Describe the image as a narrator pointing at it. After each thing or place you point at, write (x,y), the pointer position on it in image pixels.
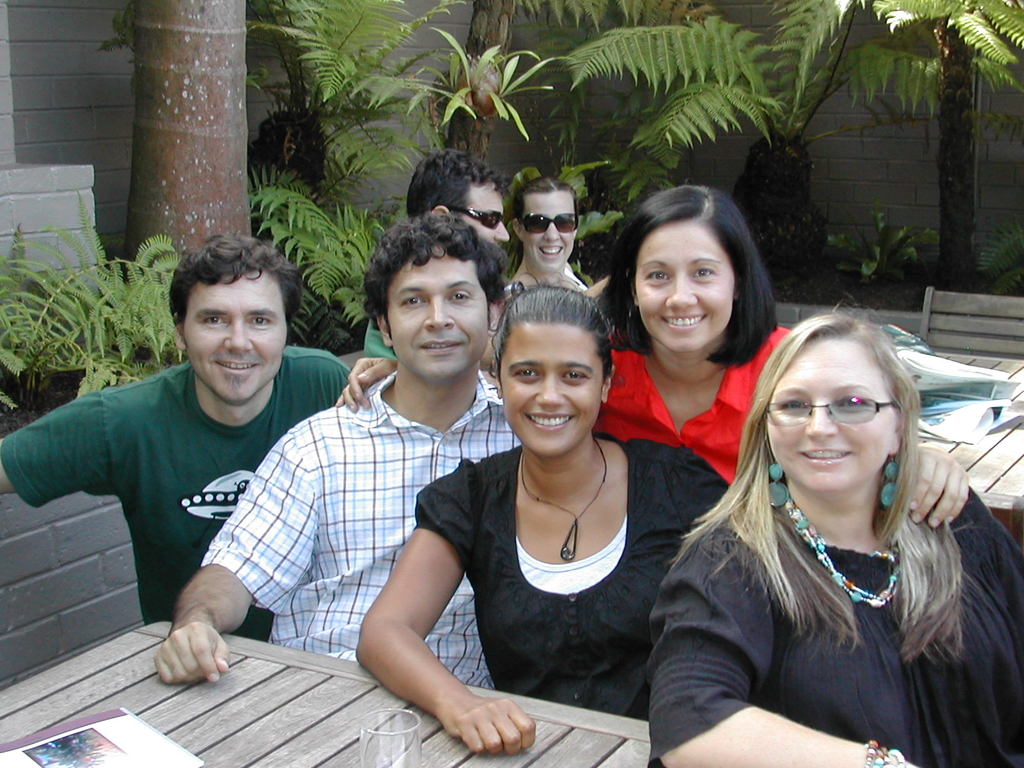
In this image, we can see some people (952,694) sitting and there is a table (90,654), on that table (370,735), we can see a glass (388,739) and a book (93,747). In the background (255,199), we can see some plants (60,235) and trees (198,128), we can see the walls (852,122).
